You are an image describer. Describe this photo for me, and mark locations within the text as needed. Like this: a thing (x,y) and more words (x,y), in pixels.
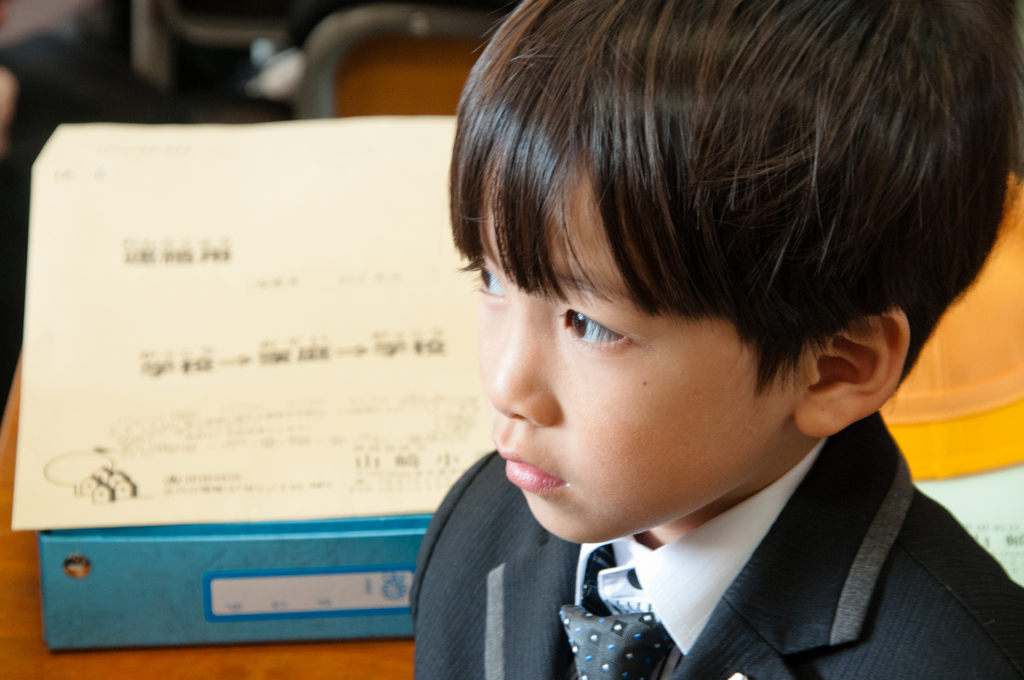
In the foreground of the image (530,656) there is a boy (861,466). Behind him there is a paper (106,451) and a blue color object (137,539) on the table (13,416).
